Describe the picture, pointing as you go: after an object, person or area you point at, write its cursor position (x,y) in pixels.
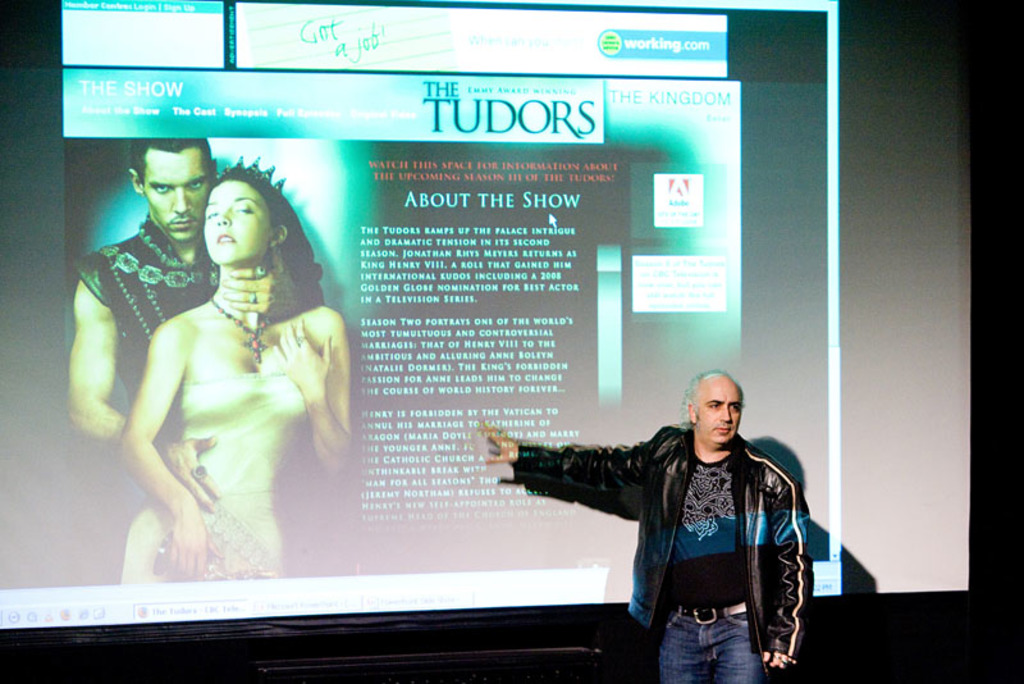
At the bottom of the image (743,642) a person (787,534) is standing. Behind him we can see a screen (568,13). In the screen (568,13) we can see some text (187,115) and two persons (299,281) are standing.
